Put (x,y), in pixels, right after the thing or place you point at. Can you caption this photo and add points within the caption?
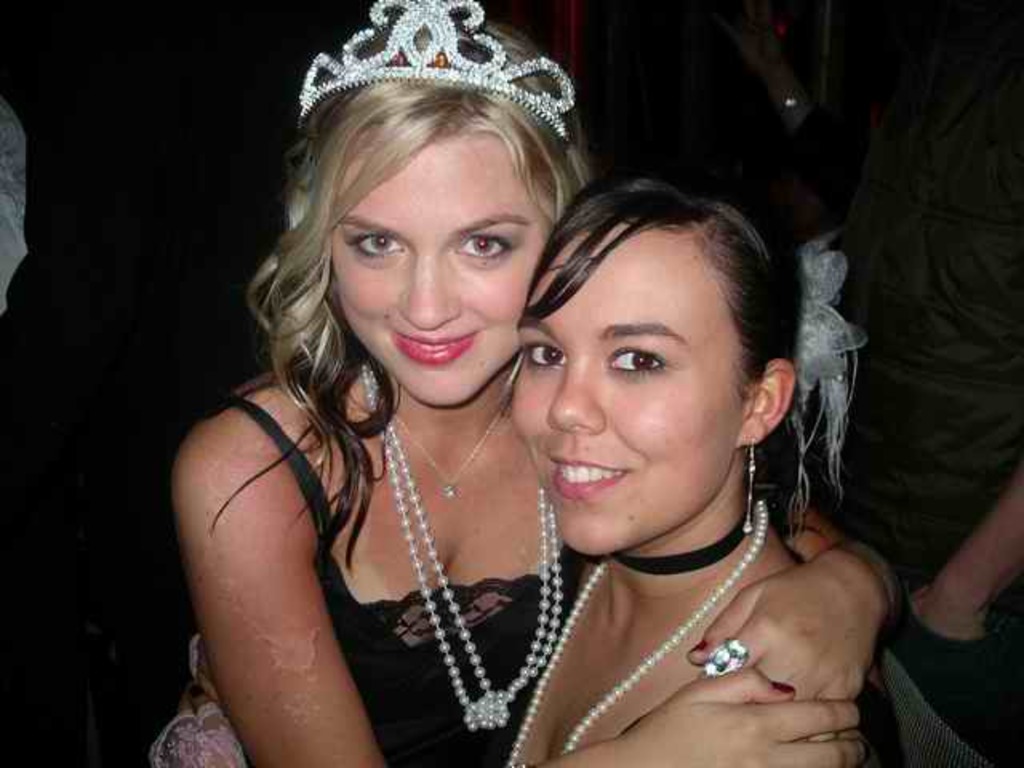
In this picture there are two girls (497,229) in the center of the image (534,314) and there are other people (885,215) in the background area of the image (1006,429).
